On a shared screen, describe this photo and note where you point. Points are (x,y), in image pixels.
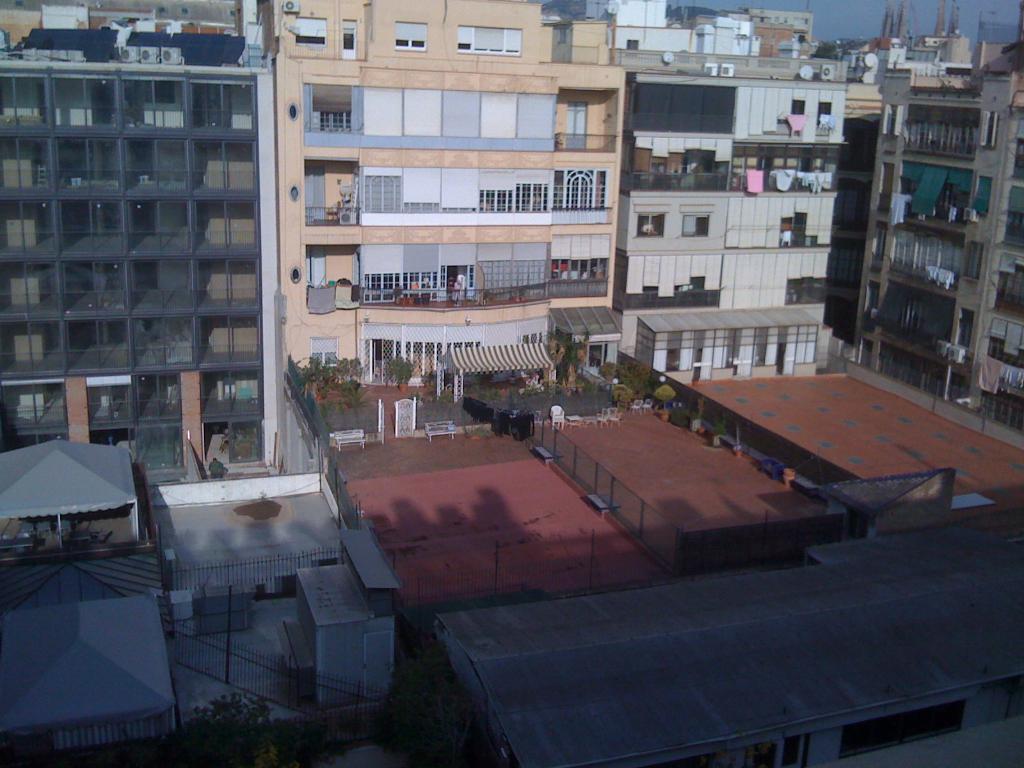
In this image I can see buildings (522,307), roofs (515,616), fence (500,591), poles (229,645), trees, clothes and other objects (529,380). In the background (848,16) I can see the sky (857,25).
